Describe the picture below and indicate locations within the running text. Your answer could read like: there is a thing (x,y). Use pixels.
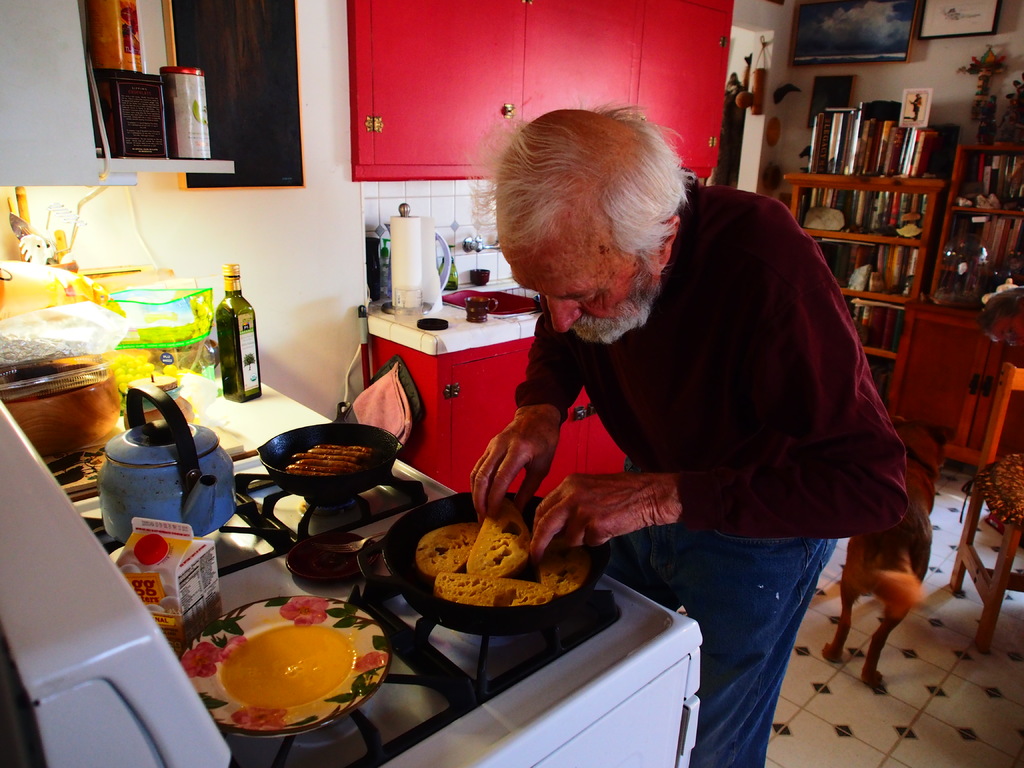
This seems to be a kitchen (443,381). An old man (519,220) is preparing food (581,568). I can see some objects (158,482) on the kitchen platform (249,569) with the stove (360,591) and there is a wooden cupboard (860,180) with some objects (960,228).
